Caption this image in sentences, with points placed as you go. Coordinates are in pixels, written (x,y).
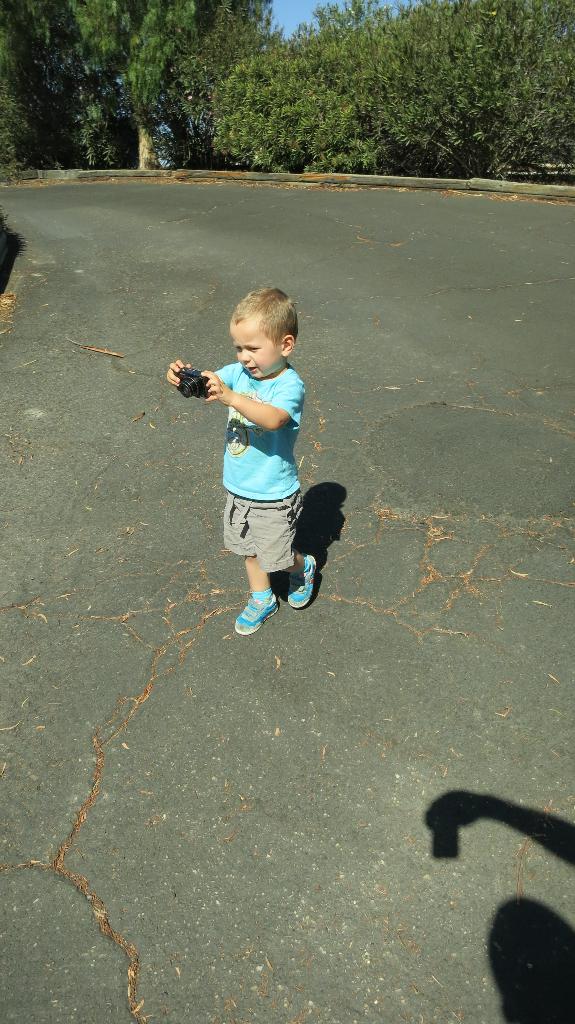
In this picture I can see a boy (288,458) standing and holding a camera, there is a shadow (542,954) of another person (436,826) holding an object (436,826), and in the background (300,67) there are trees (324,49) and sky (311,18).
